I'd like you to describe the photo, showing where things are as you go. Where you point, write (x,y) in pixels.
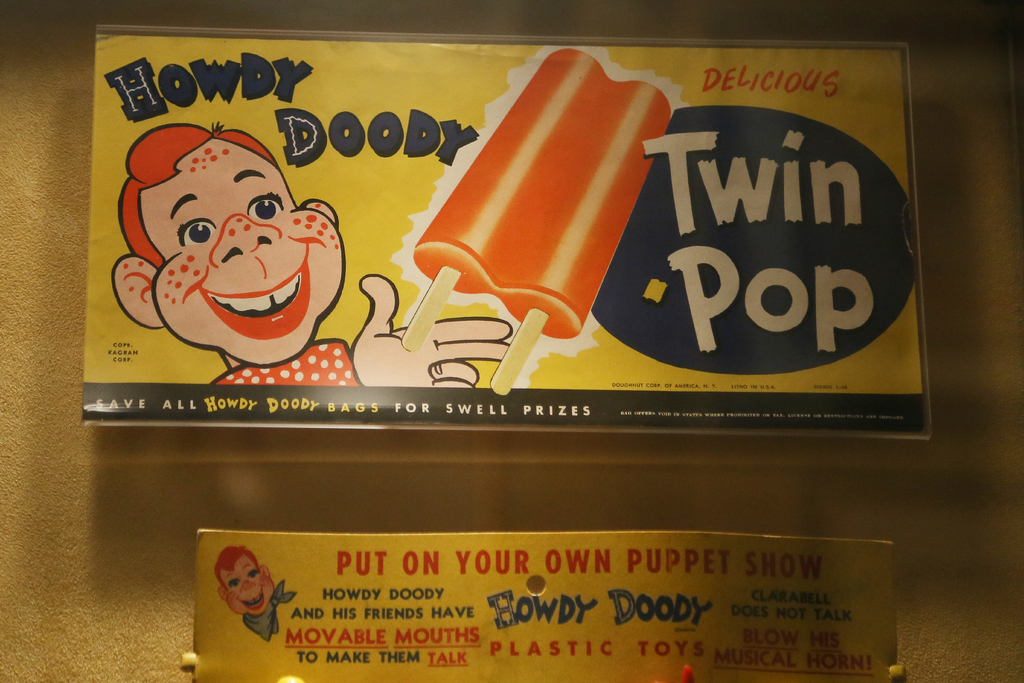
In this image I can see two boards (475,360). On the boards (552,145) I can see two ice creams (444,207), cartoon faces (278,318) and something is written on it. The boards (196,356) are attached to the yellow wall (64,251).
